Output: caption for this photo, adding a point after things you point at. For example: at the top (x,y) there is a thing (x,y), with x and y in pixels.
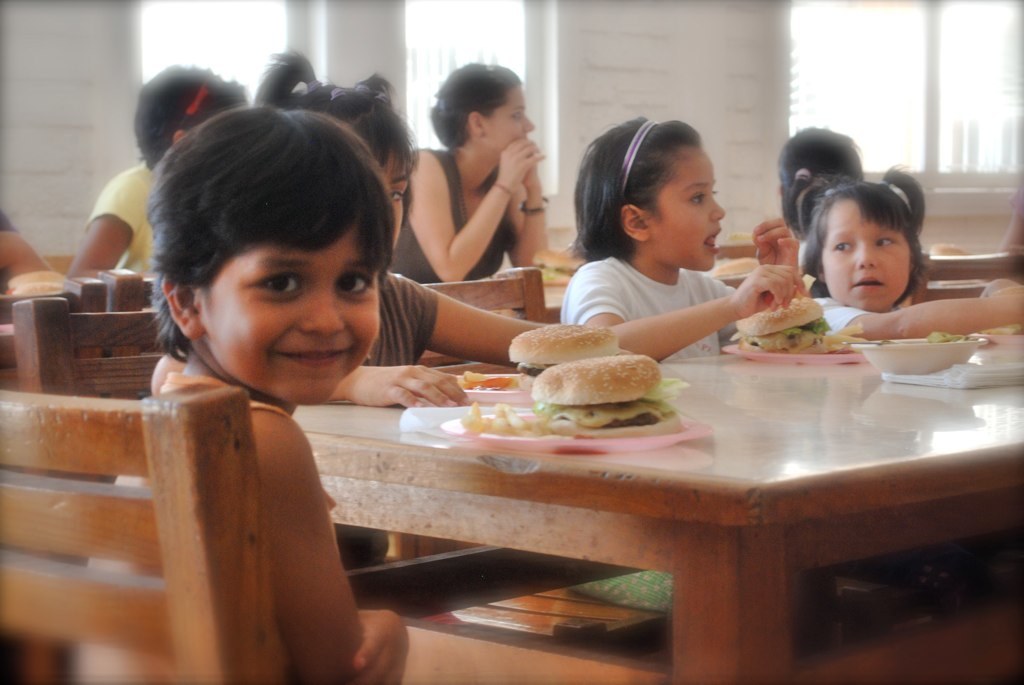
There is a room (402,255). There is a group of people (607,325). They are sitting on chairs (528,305). On the left side (304,241) we have a girl (295,354). She is smiling. There is a table (755,366). There is a burger (750,342), tray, bowl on a table (769,434). We can see in background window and wall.
